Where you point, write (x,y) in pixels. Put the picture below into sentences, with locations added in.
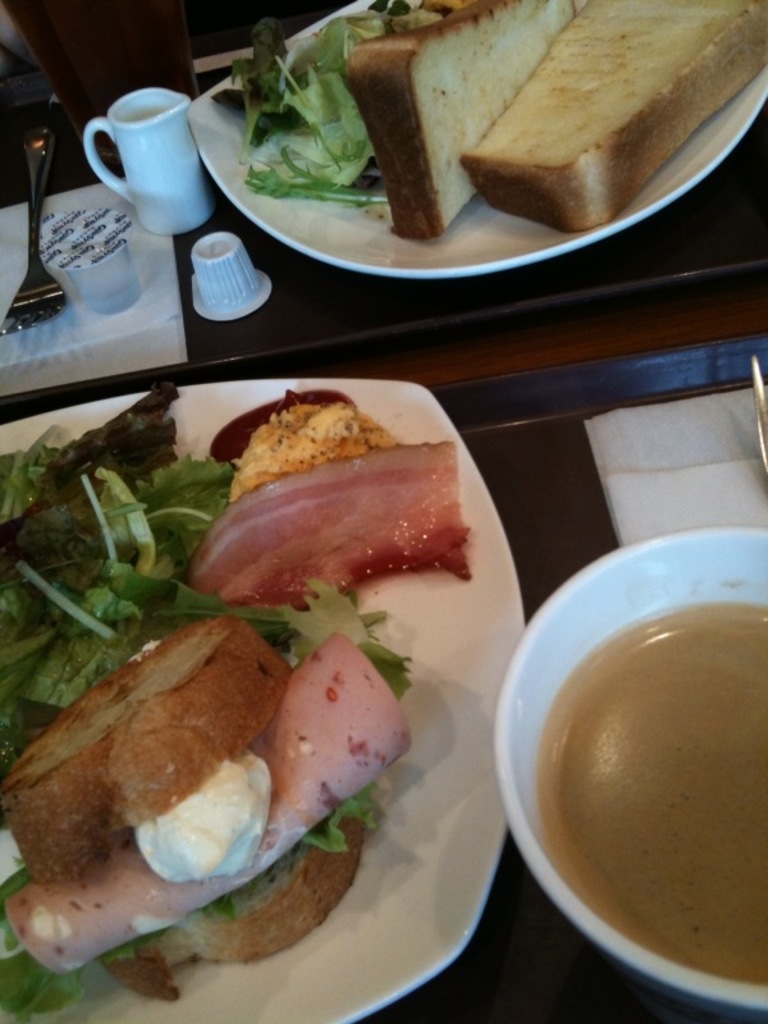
In this image we can see some food (641,821) in the plates (451,678) and in a bowl (681,563) which are placed on the table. We can also see some cups (98,307), a fork (41,190) and some papers (140,309) beside them.
